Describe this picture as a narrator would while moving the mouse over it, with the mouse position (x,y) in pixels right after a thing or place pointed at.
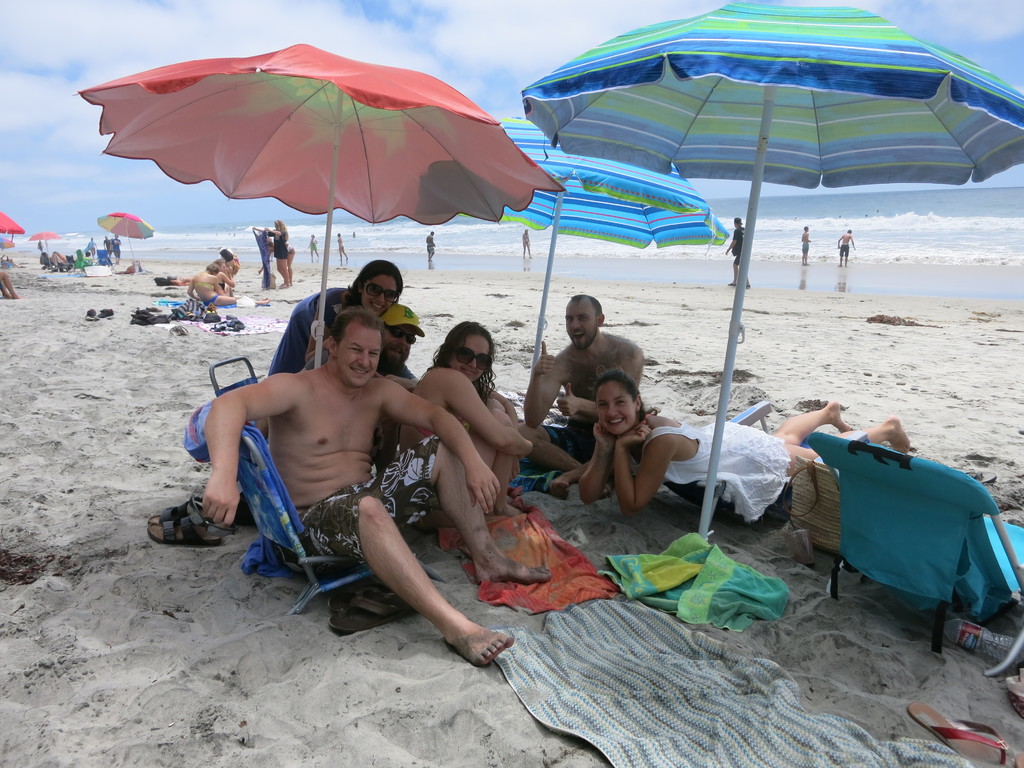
A picture of a beach (613,267). These are umbrellas (673,116). Few persons (436,438) are sitting and few persons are standing. we can able to see waves (913,213) in this water (958,236).
